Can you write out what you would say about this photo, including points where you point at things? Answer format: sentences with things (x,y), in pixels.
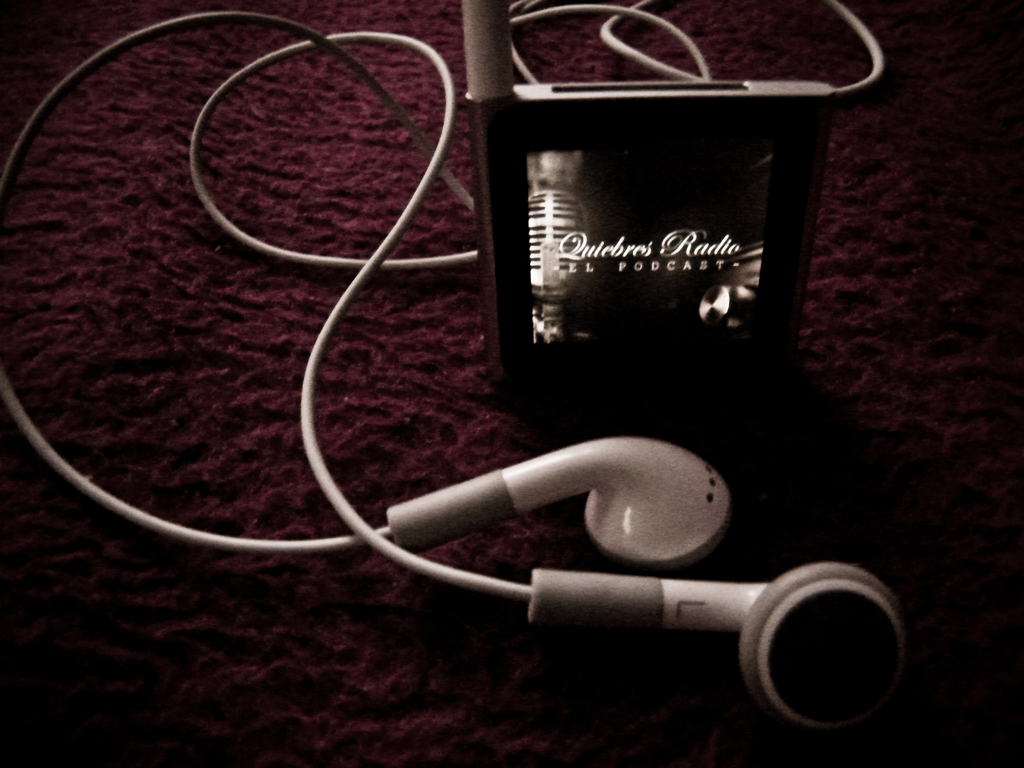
In this image, we can see a device (561,227) with headphones (481,90) connected to it. We can also see the ground (291,466).
